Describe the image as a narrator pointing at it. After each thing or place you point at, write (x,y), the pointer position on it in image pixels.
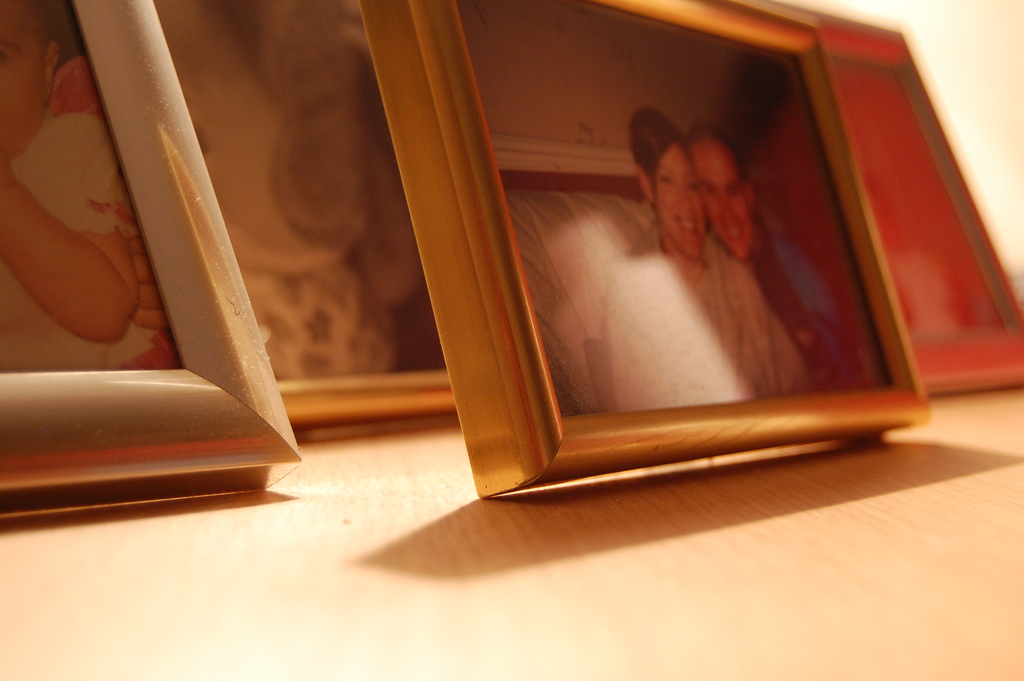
In the image I can see photo frames (413,380).
